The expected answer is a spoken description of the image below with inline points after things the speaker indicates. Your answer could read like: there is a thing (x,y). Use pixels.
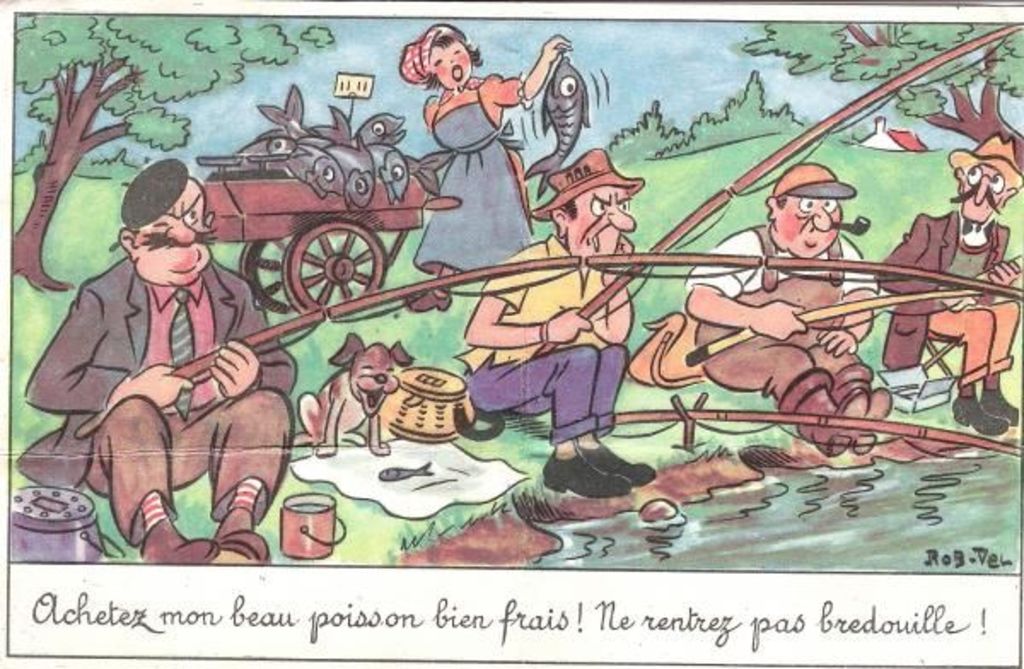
In this image I can see the depiction picture, in which I can see 4 men (626,203) who are holding fishing rods (718,197) and I can see a women (471,107) holding a fish (562,161) and I see a cart (288,160) on which there are few more fishes (327,156). I can also see the water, a dog (347,382) and other few things (362,458). In the background (86,180) I can see the trees (941,44) and plants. On the bottom of this picture (98,603) I can see something is written.
